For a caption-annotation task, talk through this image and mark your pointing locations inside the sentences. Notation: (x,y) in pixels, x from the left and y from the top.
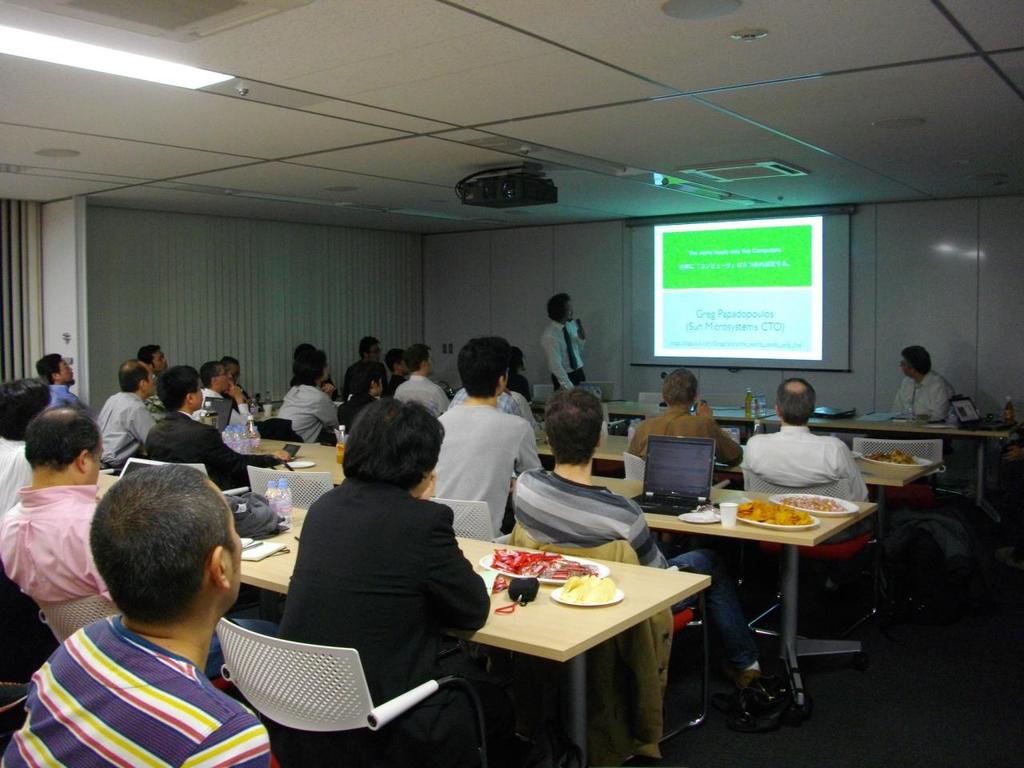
In this picture there are group of people (335,747), those who are sitting around the table (611,614) and there are food items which are placed on the table (537,634) and there is a projector screen (644,236) at the center of the image (676,331) and there is a person (559,297) at the center of the image (566,372) who is addressing the people (518,371).
